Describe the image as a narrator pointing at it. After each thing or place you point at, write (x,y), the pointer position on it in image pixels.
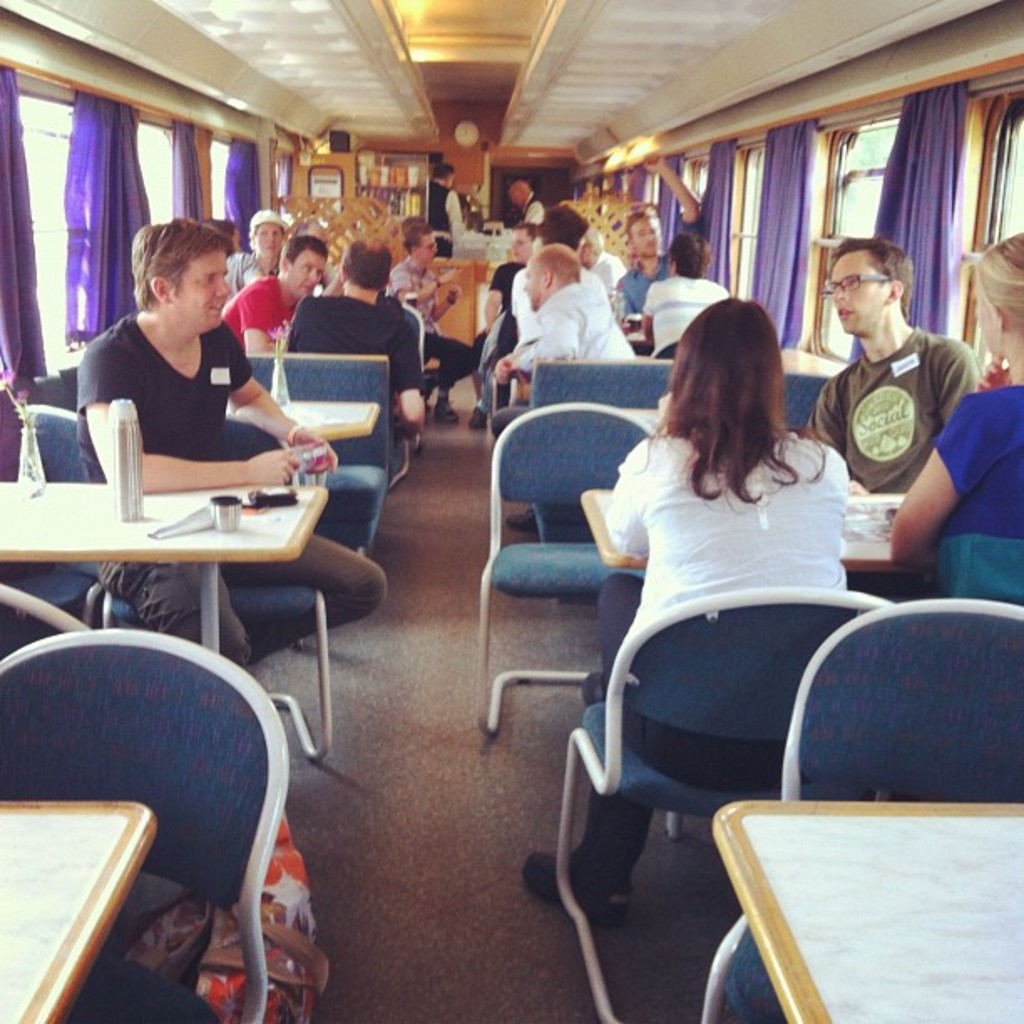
people (200,285) are sitting on the chairs (799,632) around the tables (41,534). left and right to them are windows (735,195) on which purple curtains (120,191) are present. at the back (446,190) there are 2 waiters (518,194) standing.
